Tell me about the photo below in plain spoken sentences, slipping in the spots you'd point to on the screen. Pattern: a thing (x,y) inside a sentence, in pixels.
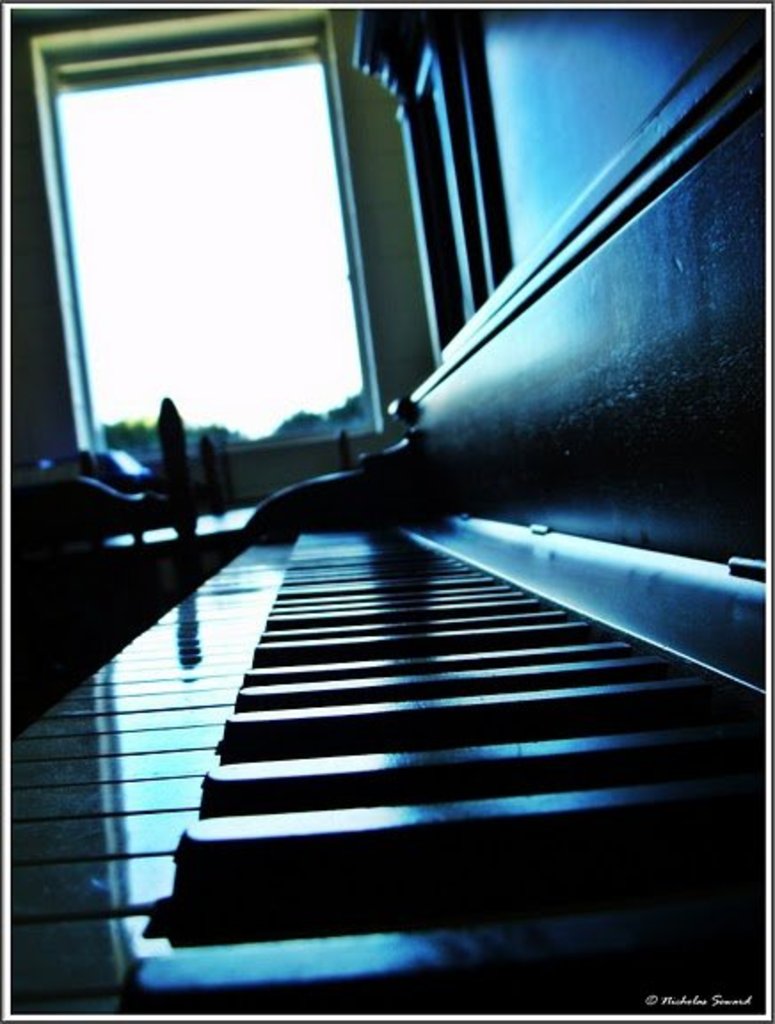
In the image we can see the keyboard (320,655). And coming to the background (338,222) we can see the wall (377,126) with the glass window (248,213).
